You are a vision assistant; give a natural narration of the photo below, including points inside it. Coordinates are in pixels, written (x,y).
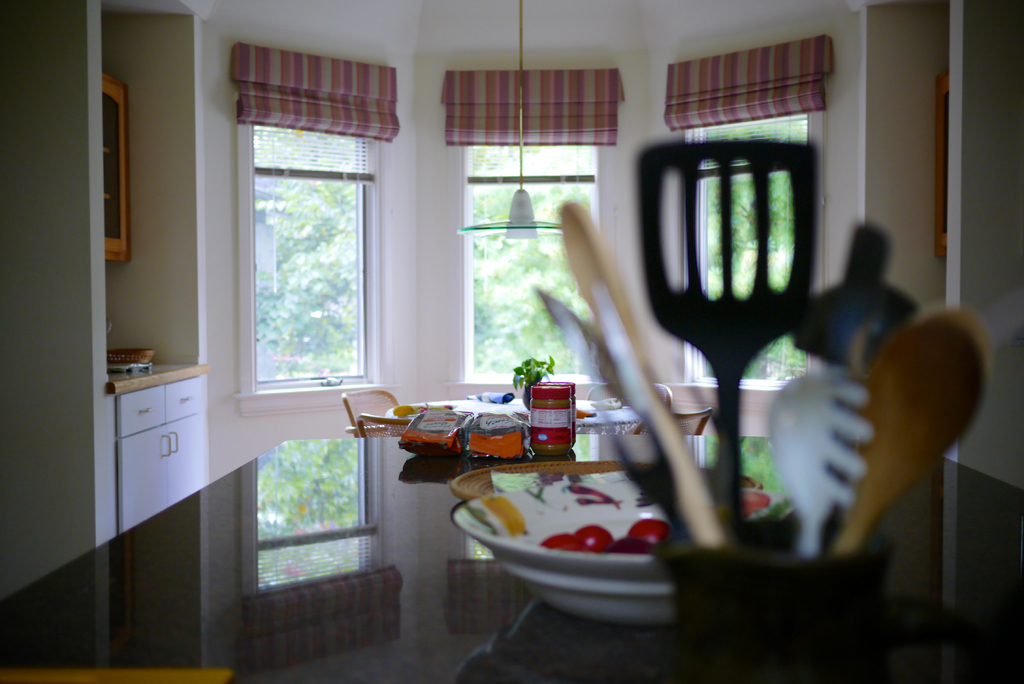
There is a platform (251,579). On that there is a box (761,574) with spoons (730,447), basket (477,480), bottles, packets (421,436) and bowl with fruits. Also there is a table (511,402) with chairs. On the table (482,411) there is a pot (529,390) with plant (518,381). Also there is a cupboard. In the back (255,157) there are windows (324,242) with curtains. Through the windows (312,250) we can see trees (305,235).
